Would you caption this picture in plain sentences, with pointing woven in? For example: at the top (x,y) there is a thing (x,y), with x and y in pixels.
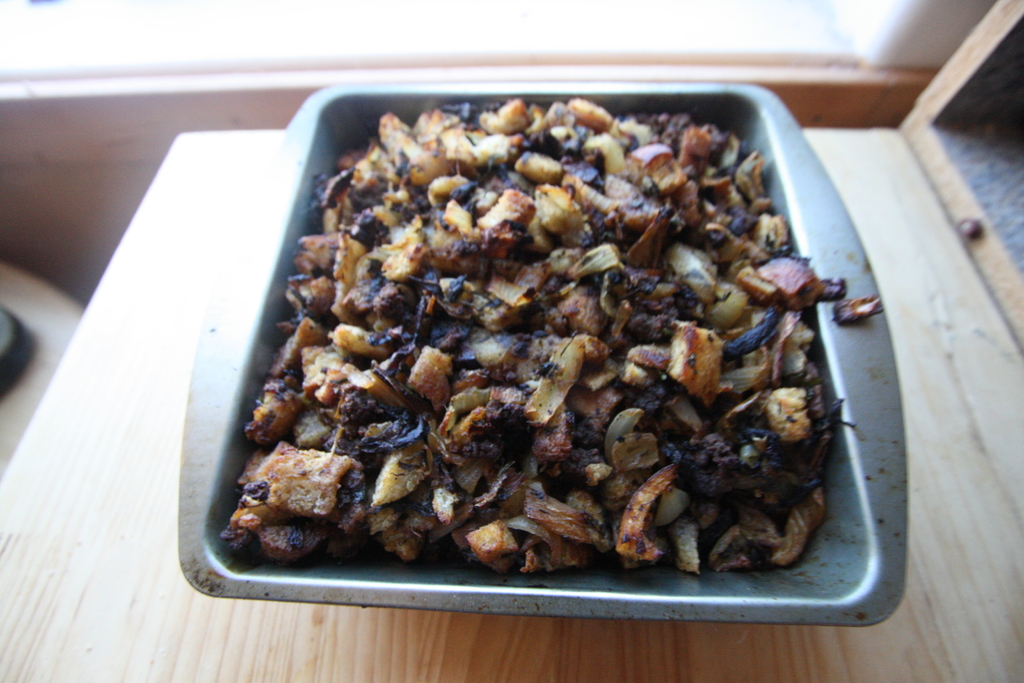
In this image we can see a bowl (592,581) containing food (748,490) placed on the wooden surface (916,241).
